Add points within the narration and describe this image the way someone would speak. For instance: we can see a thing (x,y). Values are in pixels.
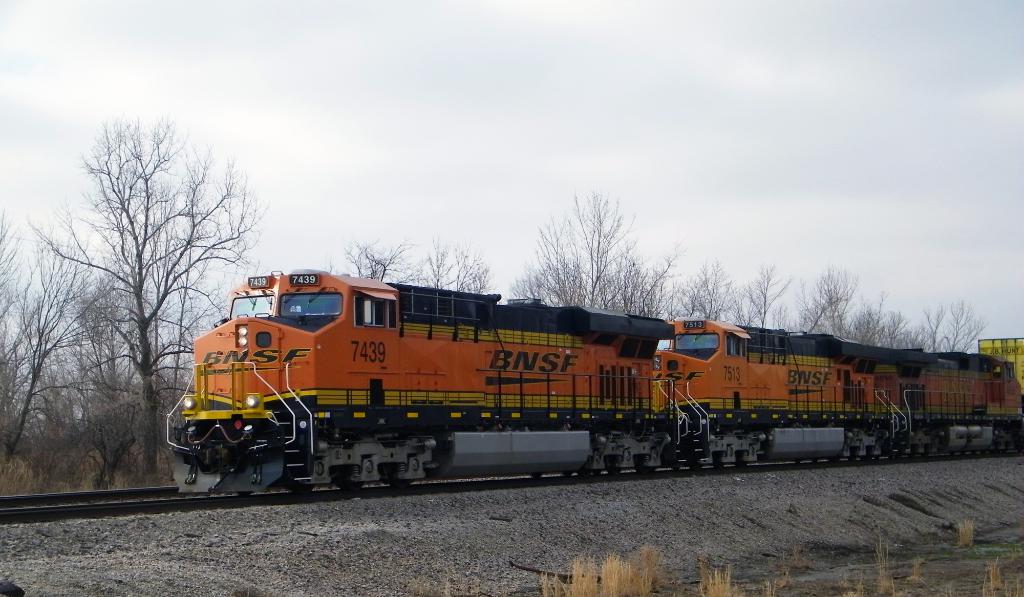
In this image there is the sky (683,133) towards the top of the image (499,130), there are trees (575,271), there is a railway track (96,502), there is a train (409,404), there are plants (706,574) towards the bottom of the image (721,581).
